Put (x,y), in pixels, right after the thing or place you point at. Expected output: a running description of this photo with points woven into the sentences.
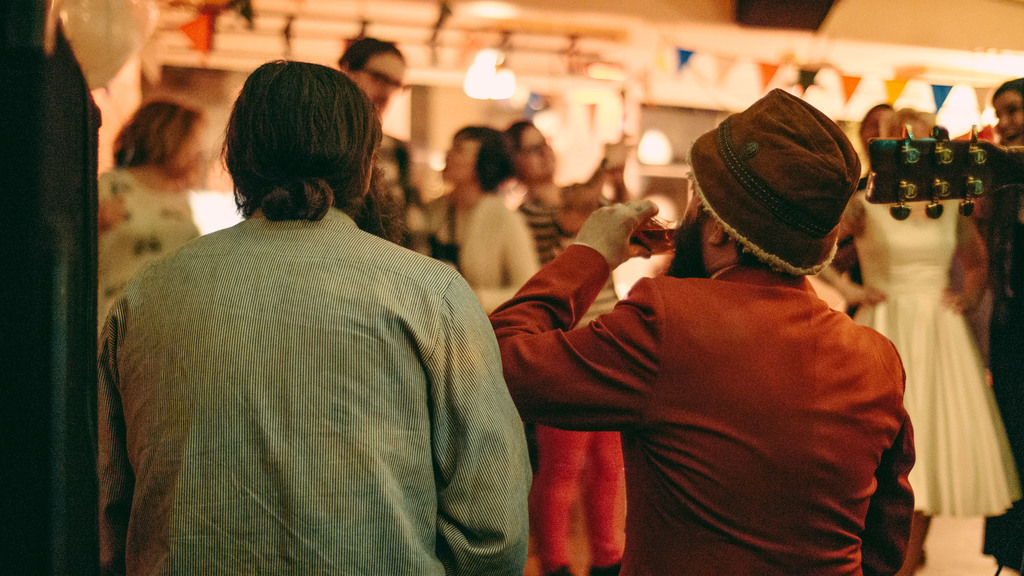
On the left side (174,323), there is a person (242,383) in a shirt (249,362). Beside him, there is another person (812,382) who is in a brown color shirt (776,462). In the background (1008,106), there are other persons (187,185), there are decorative papers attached to a thread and there are lights (472,84). And the background (530,99) is blurred.
